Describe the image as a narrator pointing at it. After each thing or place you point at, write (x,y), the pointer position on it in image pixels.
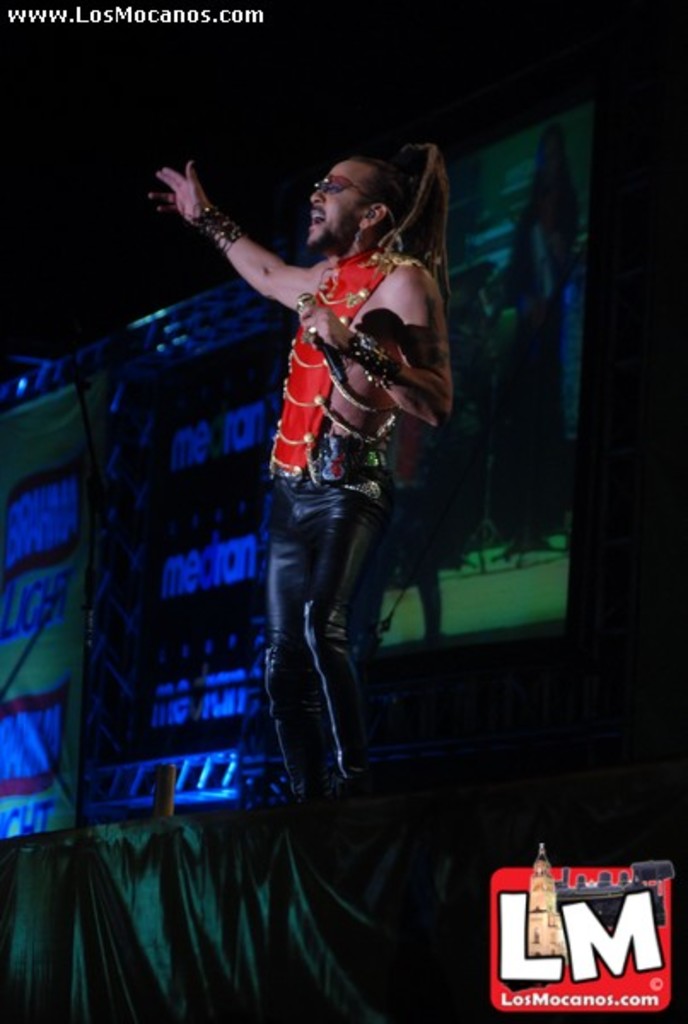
In this image there is a person (378,303) standing on the stage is holding a mic (313,338) is singing, behind the person (354,420) there is a screen (513,519).
